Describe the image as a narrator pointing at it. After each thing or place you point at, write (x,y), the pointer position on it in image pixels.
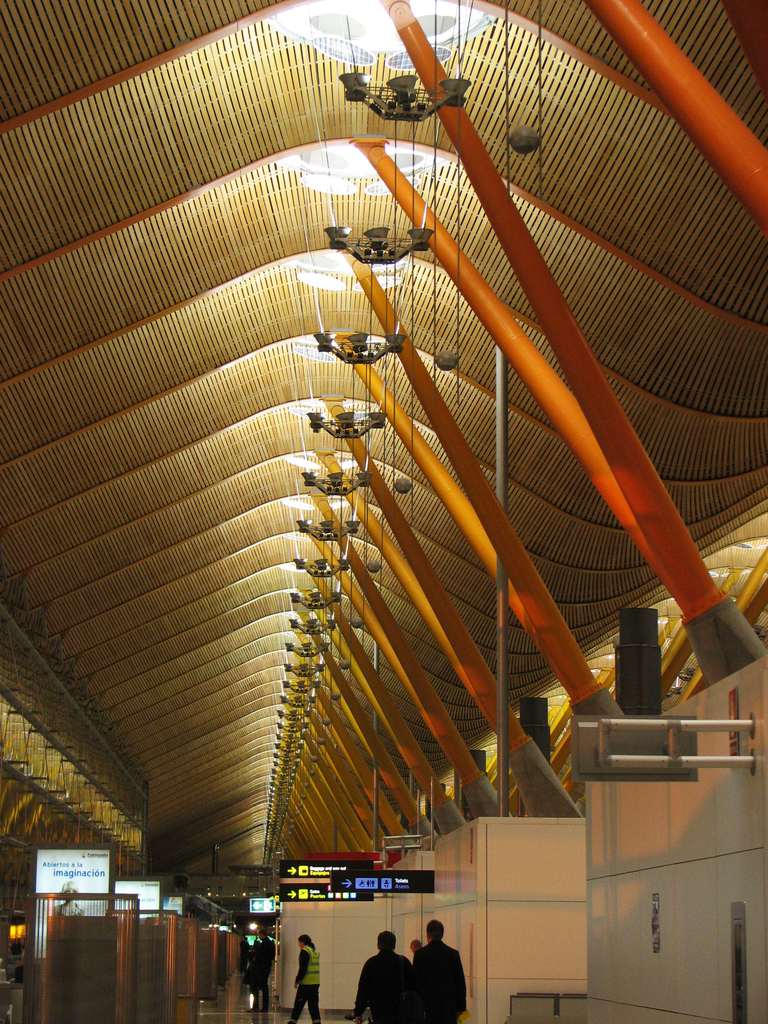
In this image I can see at the bottom (293,1014) few persons (439,1004) are walking, at the top (291,10) there are lights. On the left side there are boards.
